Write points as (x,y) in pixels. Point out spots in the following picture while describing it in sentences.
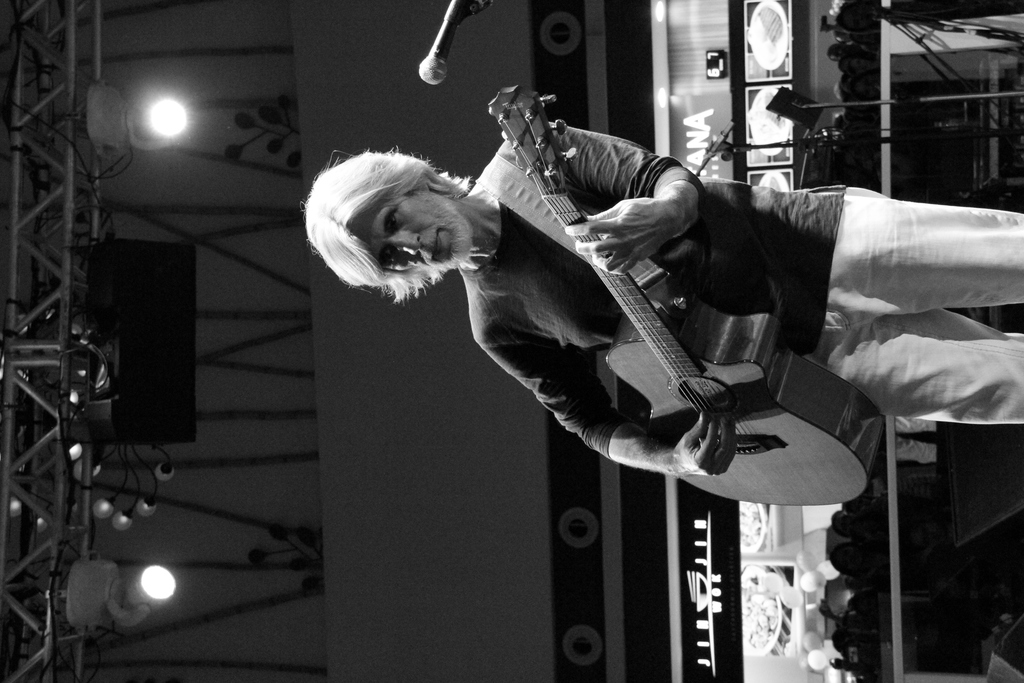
In this black white picture there is a man (795,275) playing guitar (694,368). There is microphone (434,60) in front of him. To the right corner of the image (765,118) there seems to be a shop (788,131) and food (773,141). To the left corner (242,513) there is wall (304,523) and lights (104,510).
